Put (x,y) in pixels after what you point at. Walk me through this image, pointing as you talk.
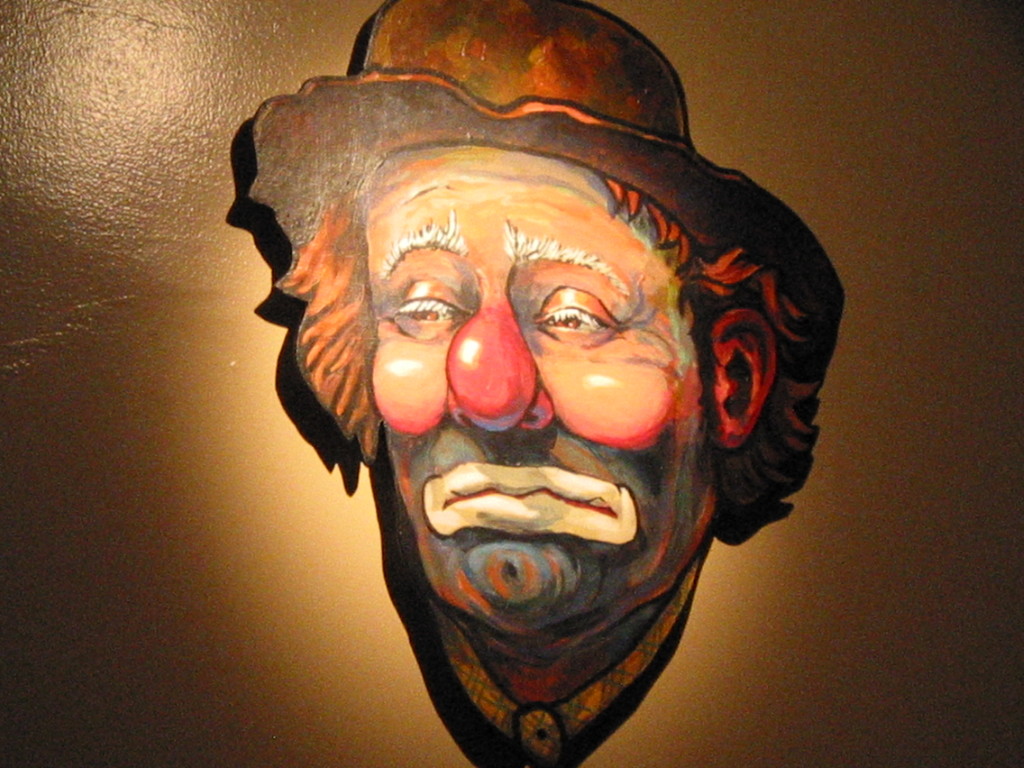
In this picture we can see mask (409,154) attached to the wall (195,271).
